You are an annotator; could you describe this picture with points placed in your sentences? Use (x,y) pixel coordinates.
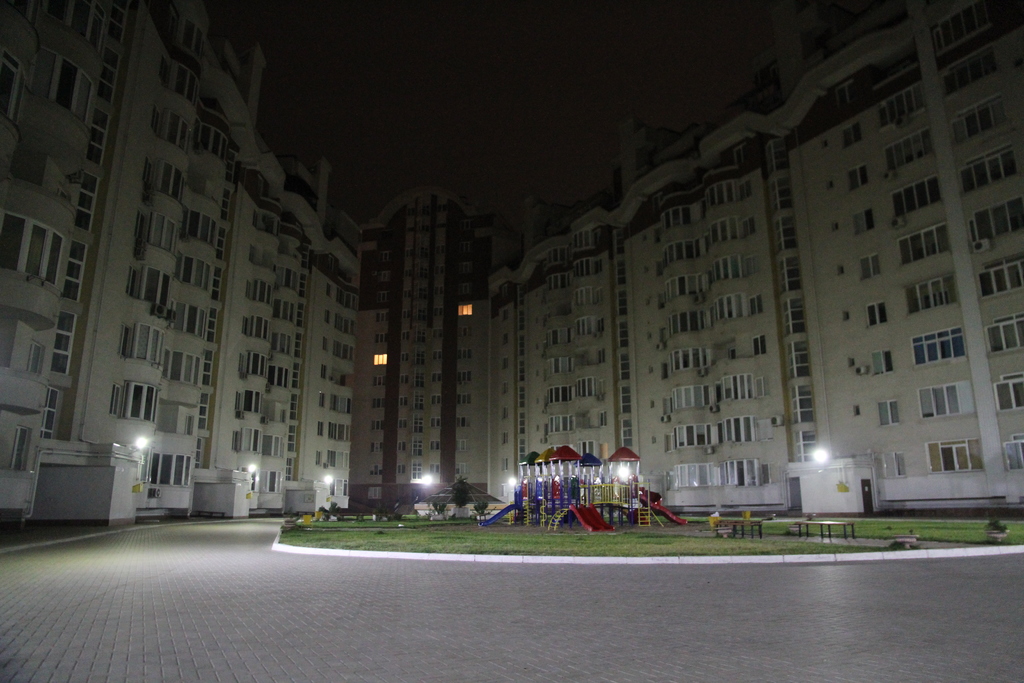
In this image we can see there are so many buildings (472,369). In the middle of the buildings (307,405) there is a path (227,592) and ground (568,537). In the ground (840,540) there are sliders (579,507), plants (325,511), benches (756,521). In the background of the image (435,170) there is a sky (586,145).
